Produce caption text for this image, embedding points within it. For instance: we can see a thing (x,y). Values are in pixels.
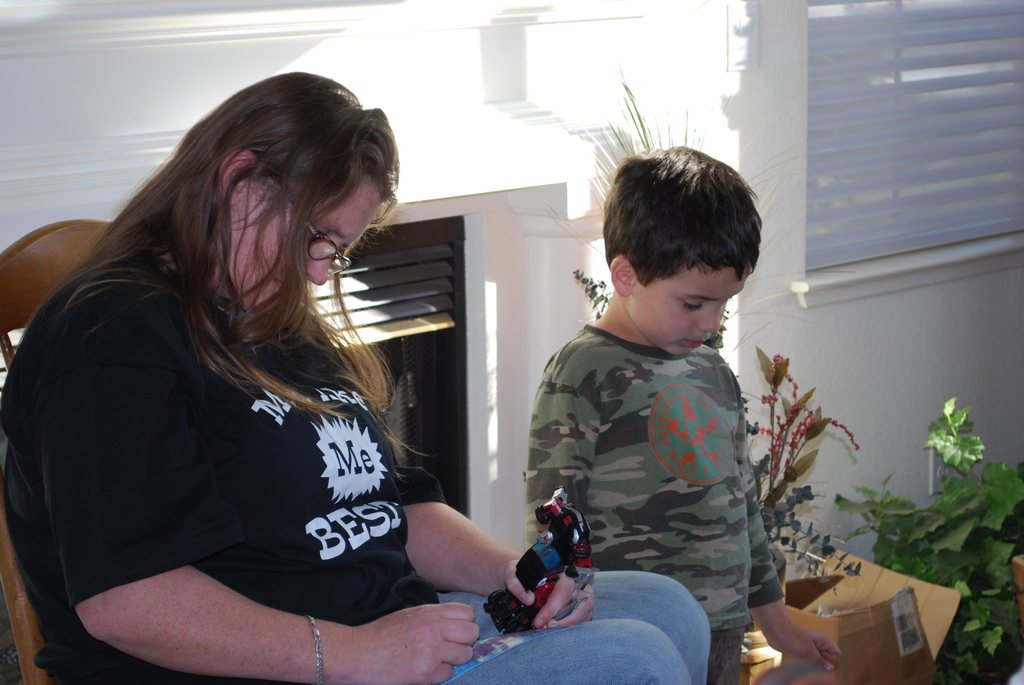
In this image I can see two people (358,564) with different color dresses (385,565). I can see one person (453,580) is holding something. To the right (872,648) I can see the cardboard box (870,628) and the plants (864,505). In the background (838,388) I can see the window blind (808,144) and the wall (253,70).
